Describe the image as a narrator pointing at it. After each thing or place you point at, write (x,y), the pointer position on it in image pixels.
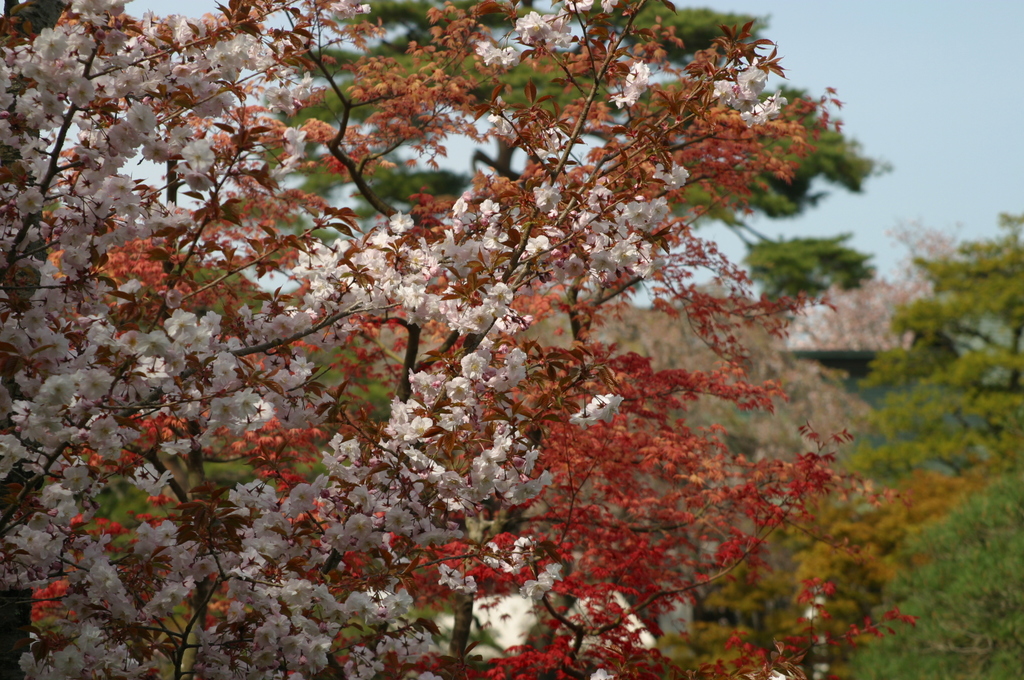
In this picture I can see there are different types of trees (643,497), it has red and white color flowers (597,448) and backdrop (951,429) there are many other trees (998,313) and the sky (856,47) is clear.
